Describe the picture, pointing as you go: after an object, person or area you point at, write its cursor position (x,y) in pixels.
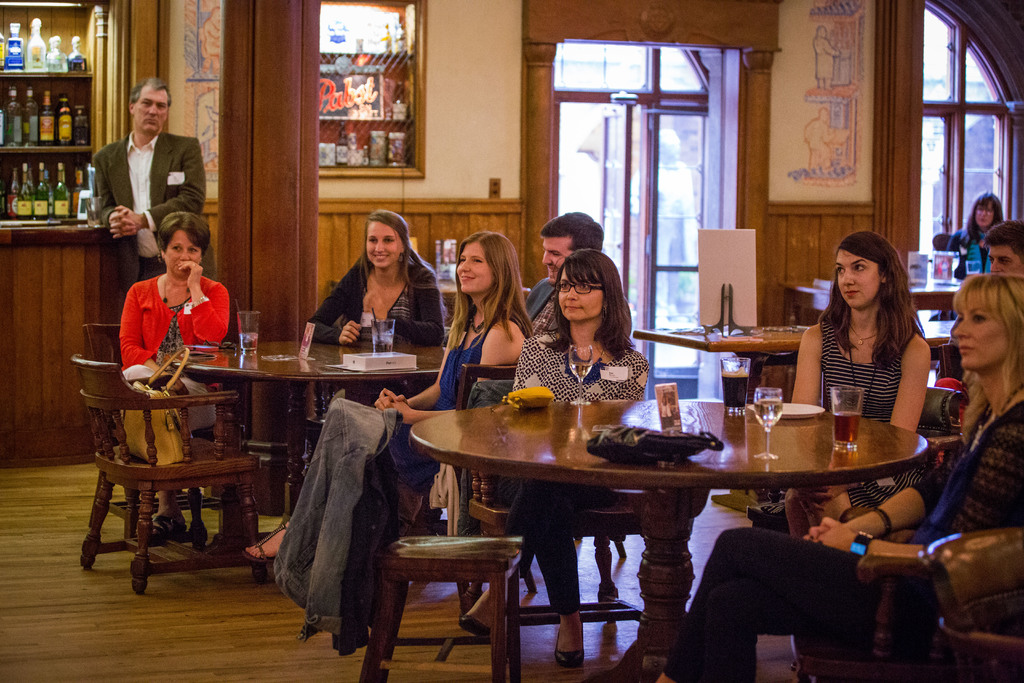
It is a closed room (761,455) where people (561,506) are sitting on the chairs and in front of them there are tables (635,486) on which glasses (764,458) and plates (799,404) are present and in the middle of the picture (672,279) there is a door (660,101) and in the left corner of the picture (169,191) one person (139,193) is standing in suit (193,190) and behind him there are shelves (24,74) where bottles (31,130) are present in it and there is a wall (461,198).
